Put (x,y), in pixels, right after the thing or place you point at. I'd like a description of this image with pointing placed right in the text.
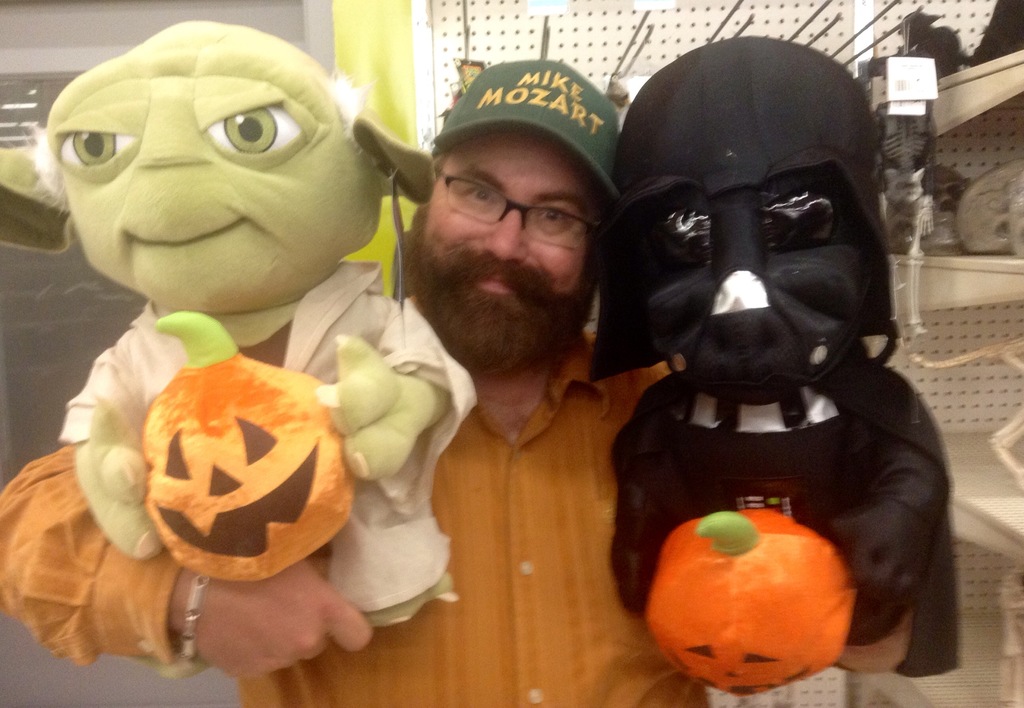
In this picture there is a person (567,323) standing and holding the toys (677,309). On the right side of the image (885,106) there are toys (897,171) in the cupboard (911,706). At the back (864,55) there is wall (693,47). At the top (820,40) there are hooks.
